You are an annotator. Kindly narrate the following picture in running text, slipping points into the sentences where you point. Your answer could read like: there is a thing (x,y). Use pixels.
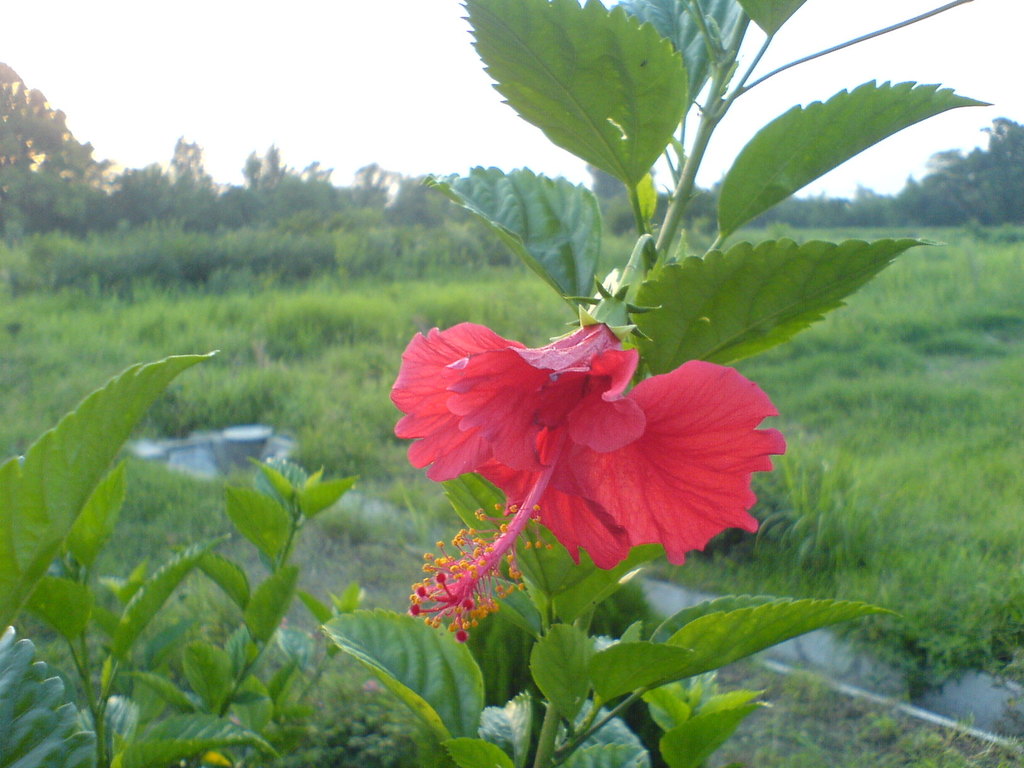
In this picture we can see a flower (627,404) to a plant (559,450) and in background (298,305) we can see a grass fields (214,327) and above this there is sky (314,132) and in between this fields (245,383) we have a water passage (225,449).
